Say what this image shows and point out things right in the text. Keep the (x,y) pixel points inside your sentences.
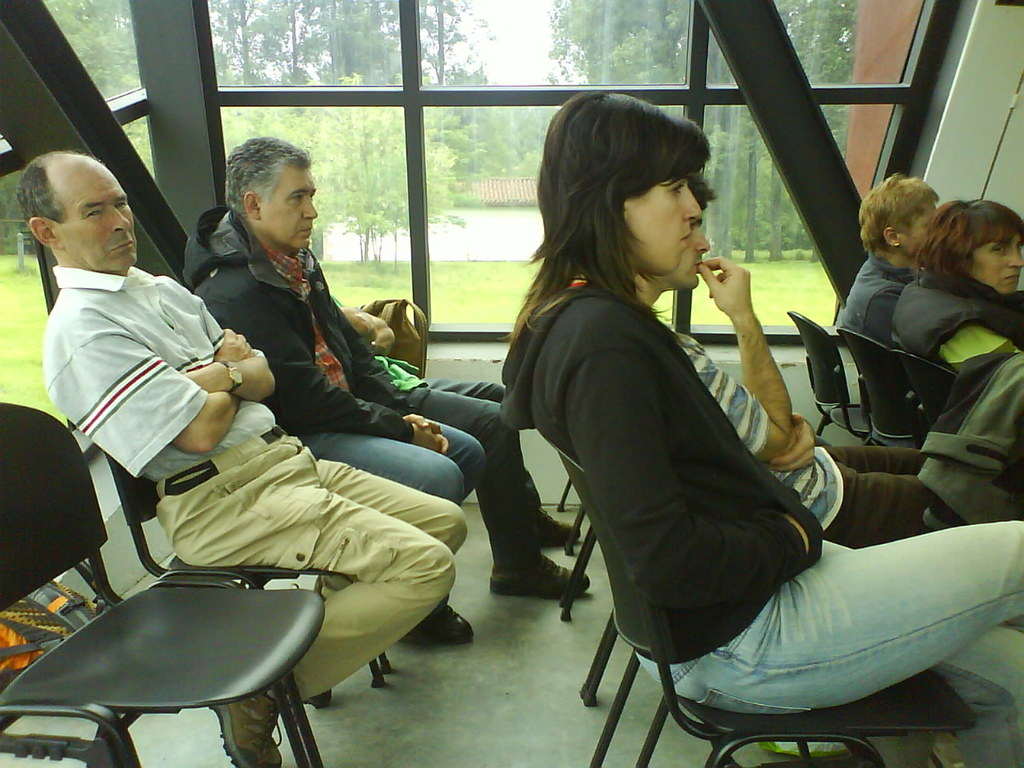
In the middle of the image (651,315) few people (1017,260) sitting on a chair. At the top of the image (891,62) there is a glass window (523,27). Through the glass window (507,44) we can see sky (493,6) and some trees (830,24) and grass (467,286).
